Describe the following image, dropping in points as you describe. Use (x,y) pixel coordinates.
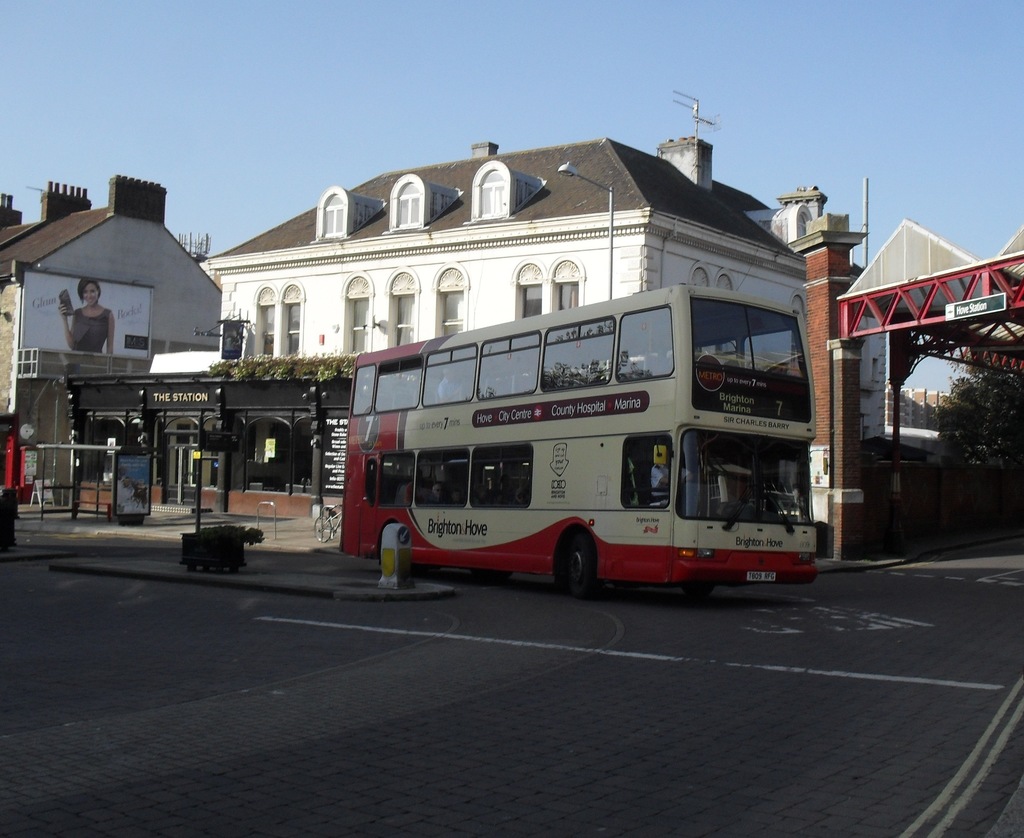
There is a double decker bus (650,435) which is in white and red color is moving on the road (739,667). Behind that, there are buildings (156,315) in white and brown color. We even see a bus station (308,456). On the right corner of the picture (894,421), we see trees (984,390) and a pillar (831,361). At the bottom of the picture (348,674), we see the road (480,699) and at the top of the picture (881,225), we see the sky (917,377). This picture is clicked in the city.
